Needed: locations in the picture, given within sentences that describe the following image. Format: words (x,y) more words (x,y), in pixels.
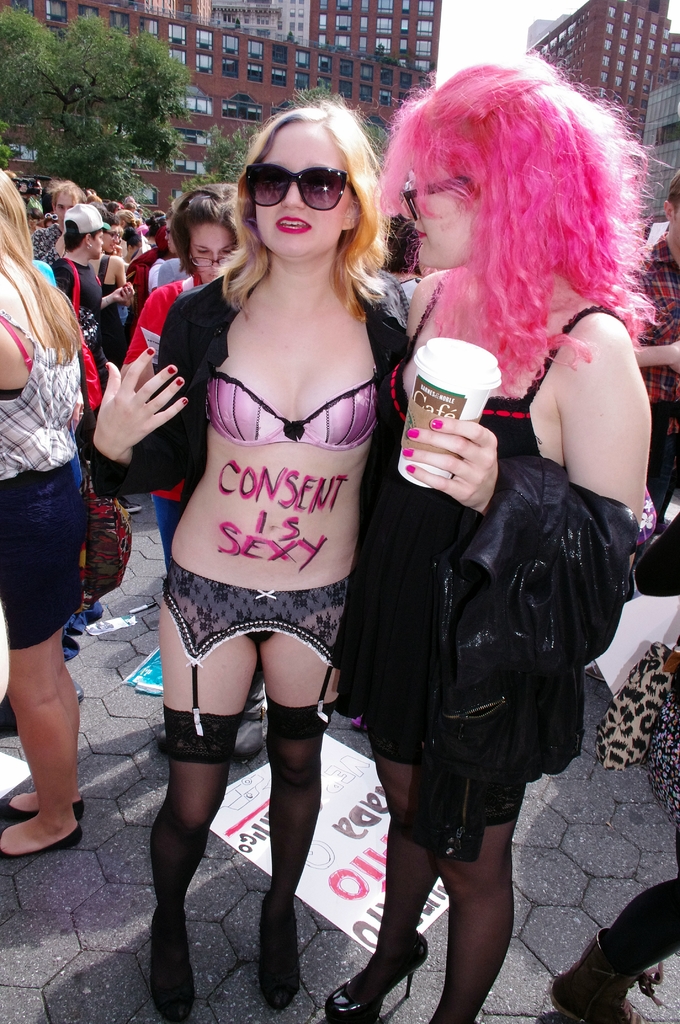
In the center of the image (420,653) we can see two ladies (413,642) standing. The lady (485,792) standing on the right (468,499) is holding a glass (417,368). In the background (85,331) there are people (105,199), tree (122,115), buildings (263,73) and sky (481,59). At the bottom (343,851) there are papers (312,853) on the road (330,954).
